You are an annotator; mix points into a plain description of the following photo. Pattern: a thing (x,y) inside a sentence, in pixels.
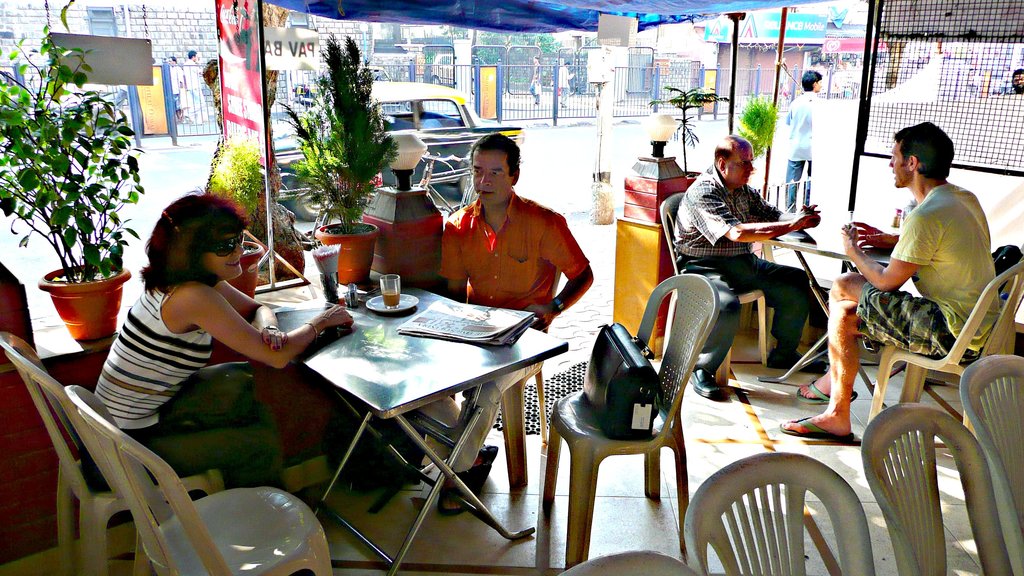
In this image I see few people (929,290) who are sitting on chairs (37,359) and there are tables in front of them on which there are few things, I can also see there are many more chairs (669,350) and there is a bag (604,350) on this chair (572,426). In the background (564,147) I see a car (463,105), few plants (36,156), a road (567,153) and few more people (817,84) and the buildings (860,8).
